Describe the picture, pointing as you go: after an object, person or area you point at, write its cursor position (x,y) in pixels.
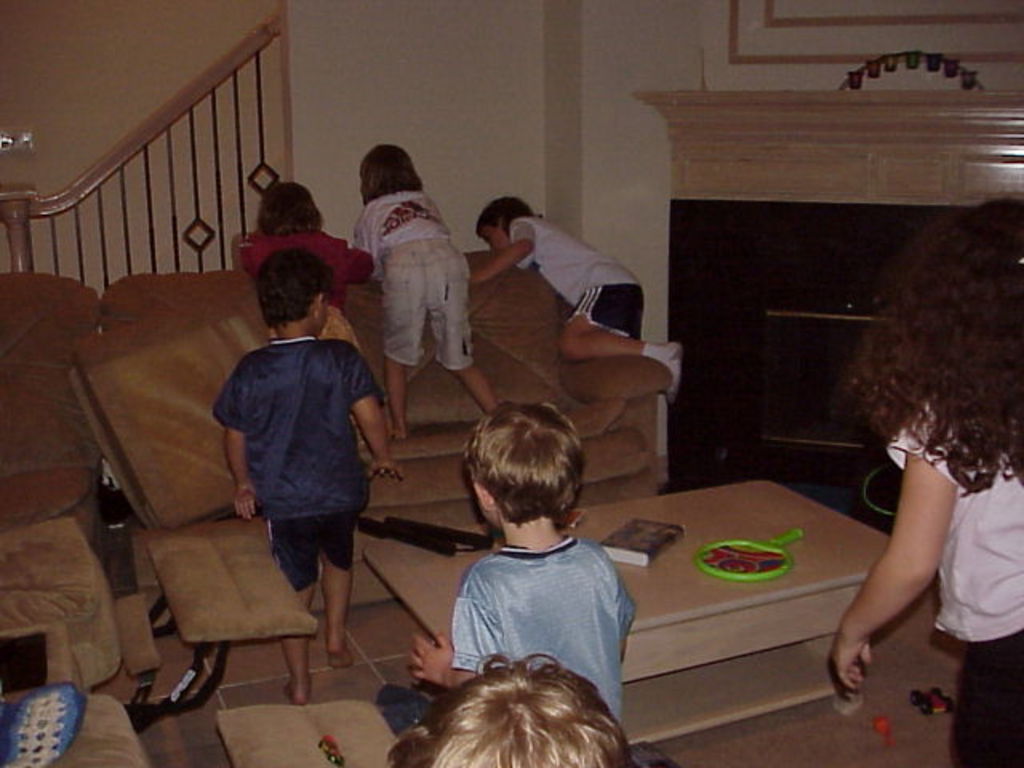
in this image on the right side (946,462) one girl (969,411) is standing and in the middle (360,432) there are boys (505,670) are standing and some children's (564,260) they are playing on the sofa (428,449) and on the left side (96,496) there are some couches (37,560) is there and one book (656,551) and one bat (720,547) is placing on the table (738,636) in the middle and the background is white.
